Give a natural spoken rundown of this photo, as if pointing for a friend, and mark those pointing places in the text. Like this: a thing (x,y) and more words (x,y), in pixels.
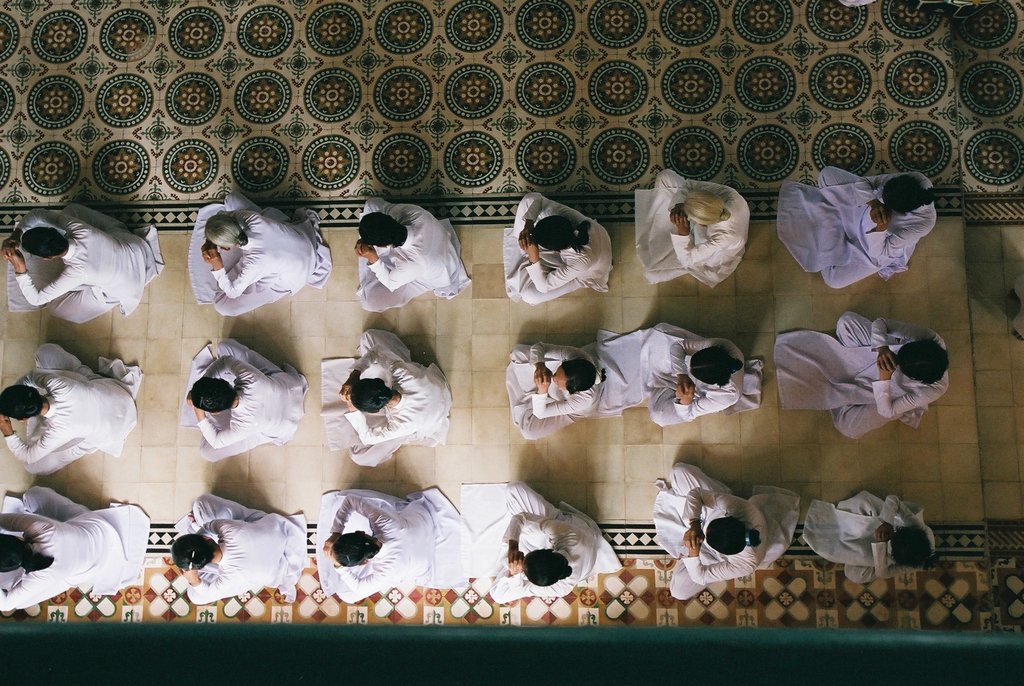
In this image there are a few people (909,400) wearing white dress (523,370) and sitting on the floor (479,597).
